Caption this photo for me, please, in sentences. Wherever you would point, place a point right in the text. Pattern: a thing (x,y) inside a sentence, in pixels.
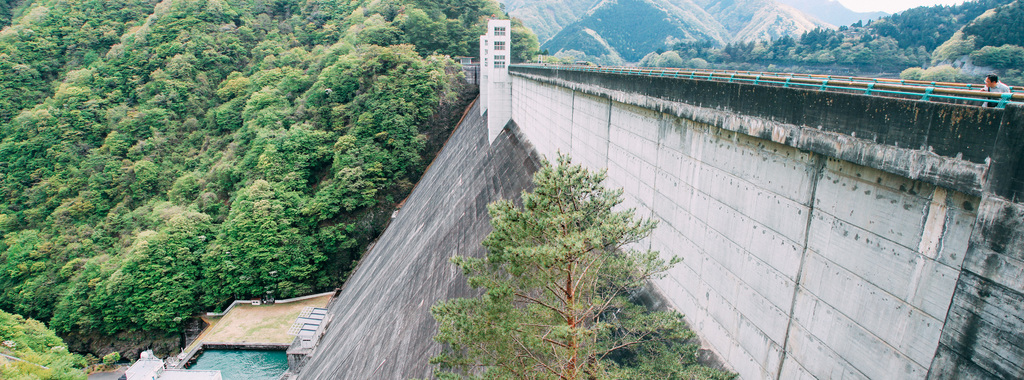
In this image we can see mountains (618,11), trees (340,80), water (241,363), slope (339,323), windows (499,65) and rods (851,80). Backside of these rods (986,91) we can see a person (1007,87).
